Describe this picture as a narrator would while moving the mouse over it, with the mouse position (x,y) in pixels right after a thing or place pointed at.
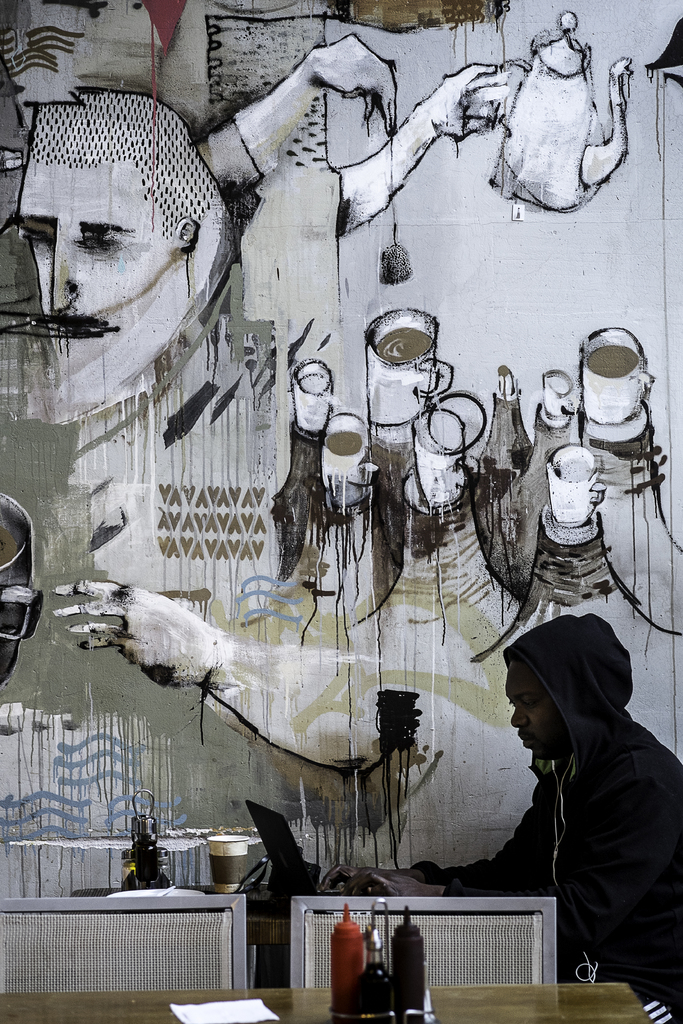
On the right side of the image (583,862) we can see a person (628,870) is sitting and he is working on a laptop (275,859). And we can see he is in a different costume (631,883). In the center of the image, there is a platform (302,1008) and a few other objects (321,914). In the background (400,796) there is a wall (449,369) with some painting (402,417) on it.
